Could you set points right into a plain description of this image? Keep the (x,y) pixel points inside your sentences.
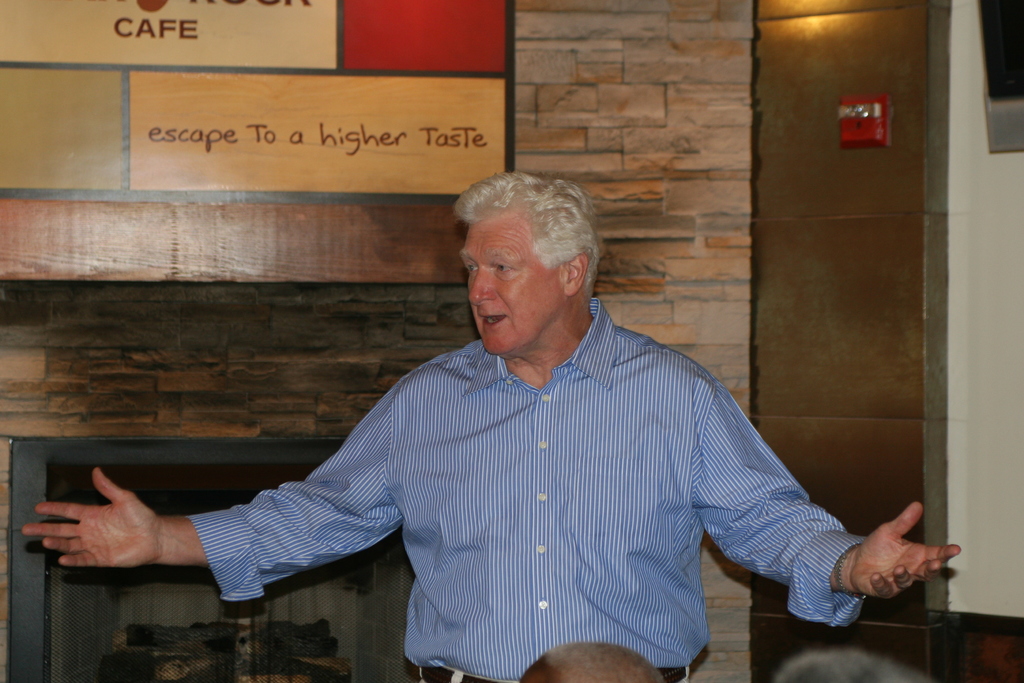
At the bottom (588,672) there are heads (591,678) of some people (846,672). In the center of the picture (488,422) there is a person (211,513) standing and talking. At the top left (214,80) there is a board (54,18). In the background (633,76) there is a wall (1,627). On the right (993,209) it is wall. On the left (218,648) there is a fireplace (214,625).
